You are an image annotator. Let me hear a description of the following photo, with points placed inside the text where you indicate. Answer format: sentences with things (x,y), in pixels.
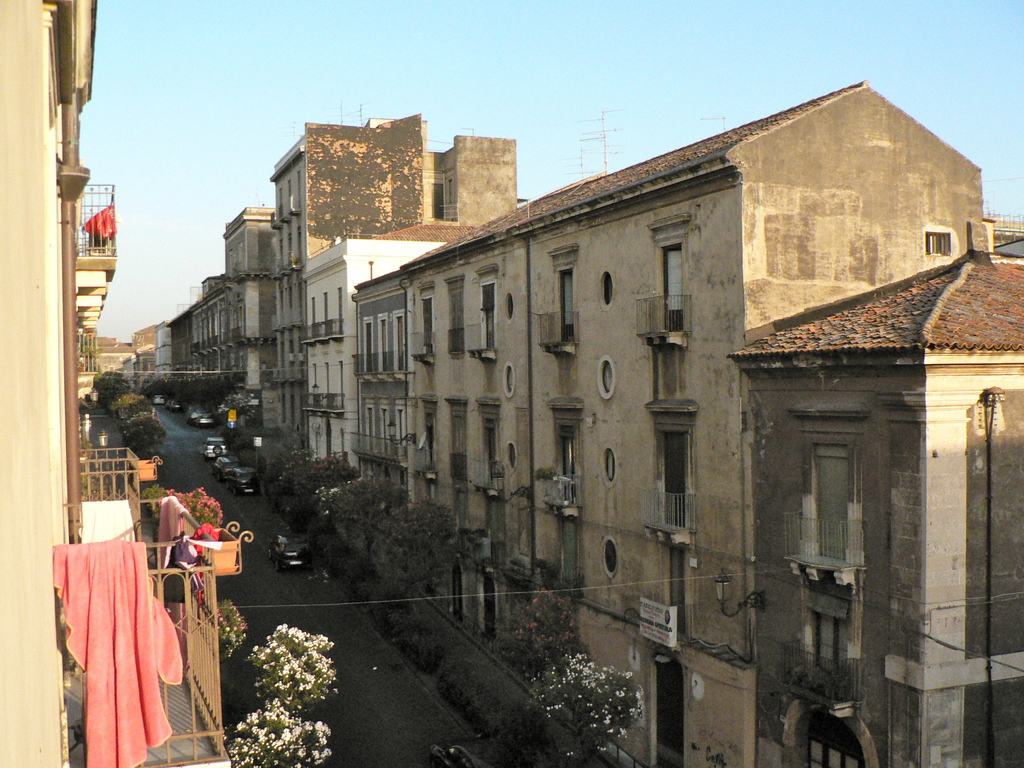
In this image I can see the road (353,732), few vehicles (300,554) on the road (256,499), few trees (377,507), few flowers (275,672) and few buildings (72,360) on both sides on the road (241,594). In the background (540,112) I can see the sky (298,98).
